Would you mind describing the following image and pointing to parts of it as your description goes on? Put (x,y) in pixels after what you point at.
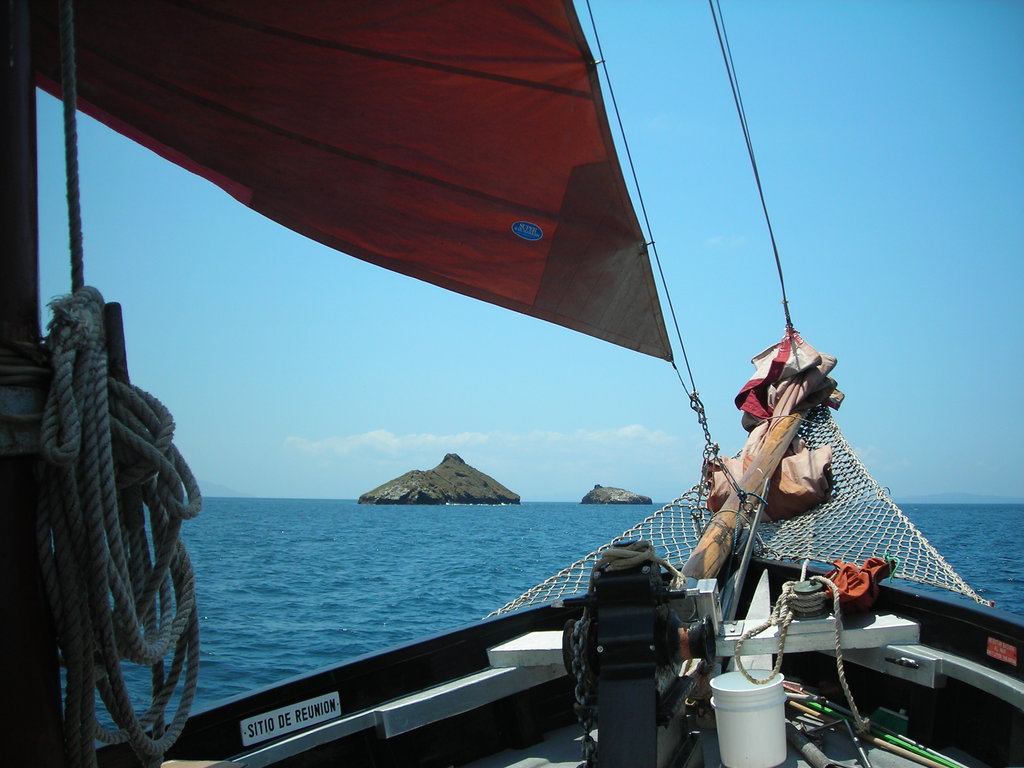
On the right side (737,696), we see a white bucket (744,726), rope (784,645), net (822,511), clothes (817,503) and an iron rod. On the left side (150,549), we see a pole (9,286), rope (81,509) and a sail (430,180) in red color. At the bottom (609,673), it looks like a ship (639,735) which is sailing on the water (313,560). In the background (478,541), we see the rocks (490,491) and water (306,573). This water (318,567) might be in the sea (493,549). At the top (824,110), we see the clouds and the sky (584,361), which is blue in color.
